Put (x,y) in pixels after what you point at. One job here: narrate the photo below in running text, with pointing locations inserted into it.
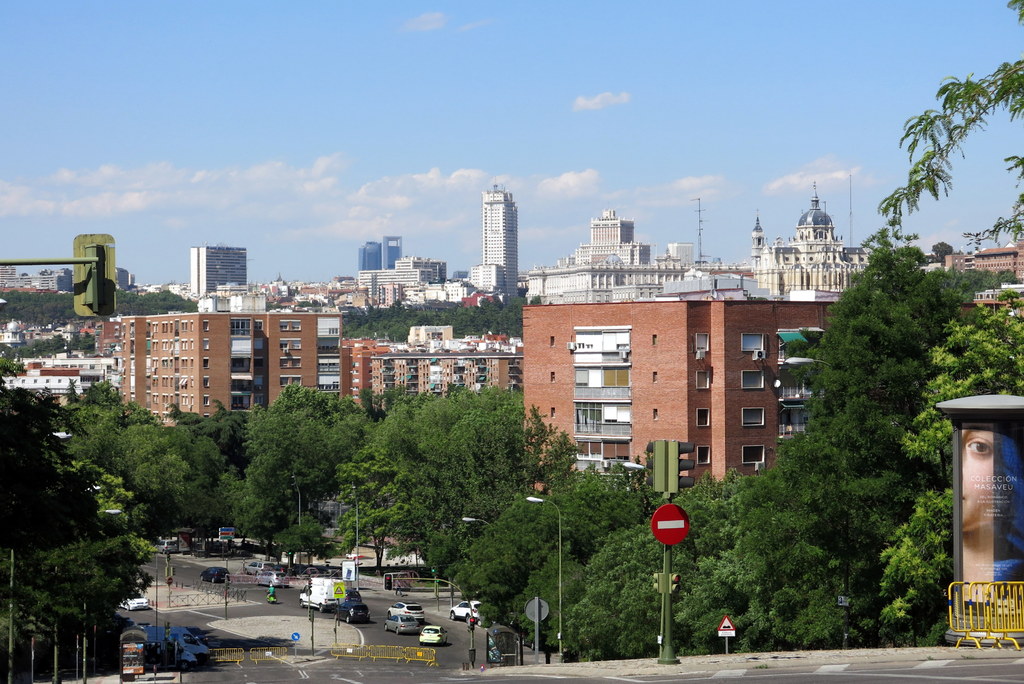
These are the buildings (245,250) with windows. I think this is a palace (798,271). I can see vehicles (354,615) on the road (251,662). These are the barricades (263,658). I can see the street lights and sign boards (663,527) attached to the poles (670,606). These are the trees (165,478). This is a kind of hoarding (1005,516). I think this is a traffic signal (75,285), which is attached to the pole (85,262). These are the clouds (380,181) in the sky (414,161).
